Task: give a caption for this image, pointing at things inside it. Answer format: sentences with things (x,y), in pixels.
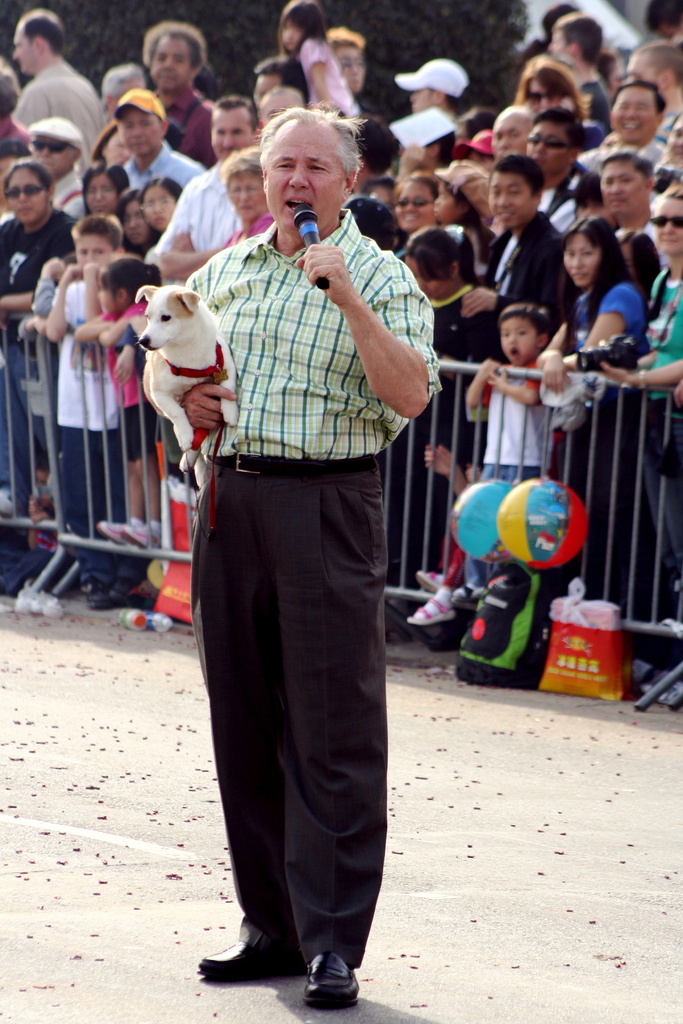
A man (328,320) with green checks shirt (302,428) and black pant (303,494), is standing. He is holding a dog (171,361) in one hand (200,388) and mic (319,285) in another hand (315,270). He is speaking. He is on the road (45,787). Behind there are group of people (270,116) standing with balloons (522,522), bags (547,633), plastic covers (575,657) and cameras (600,363) in their hand (606,370).
